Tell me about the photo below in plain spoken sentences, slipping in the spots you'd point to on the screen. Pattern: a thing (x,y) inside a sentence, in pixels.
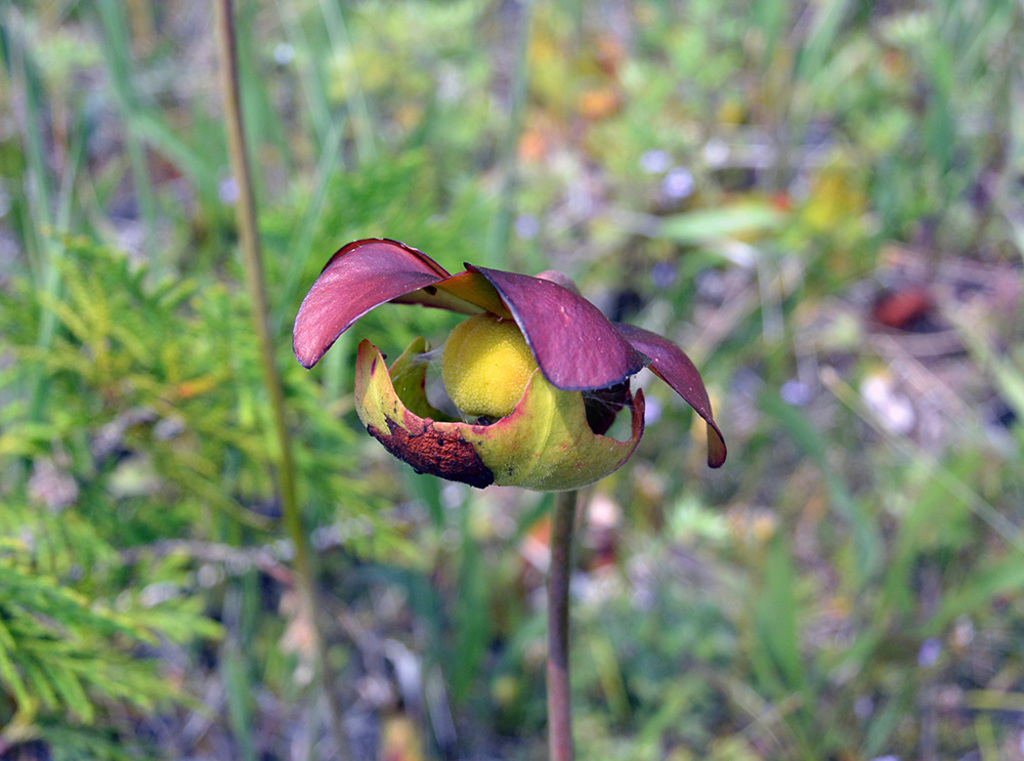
In this image I can see a flower (297,335) and I can see grass (498,615) and stem (562,616) of the plant (558,569).
